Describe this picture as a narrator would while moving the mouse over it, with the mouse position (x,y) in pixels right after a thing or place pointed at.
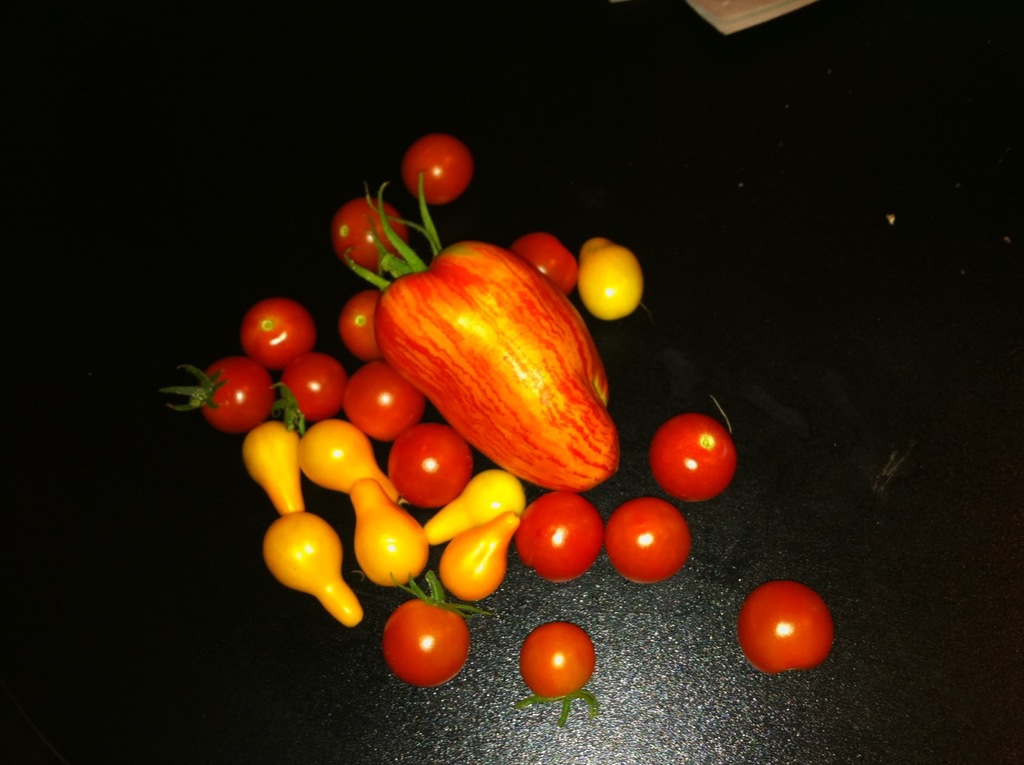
In the picture there are many fruits (437,618) present.
